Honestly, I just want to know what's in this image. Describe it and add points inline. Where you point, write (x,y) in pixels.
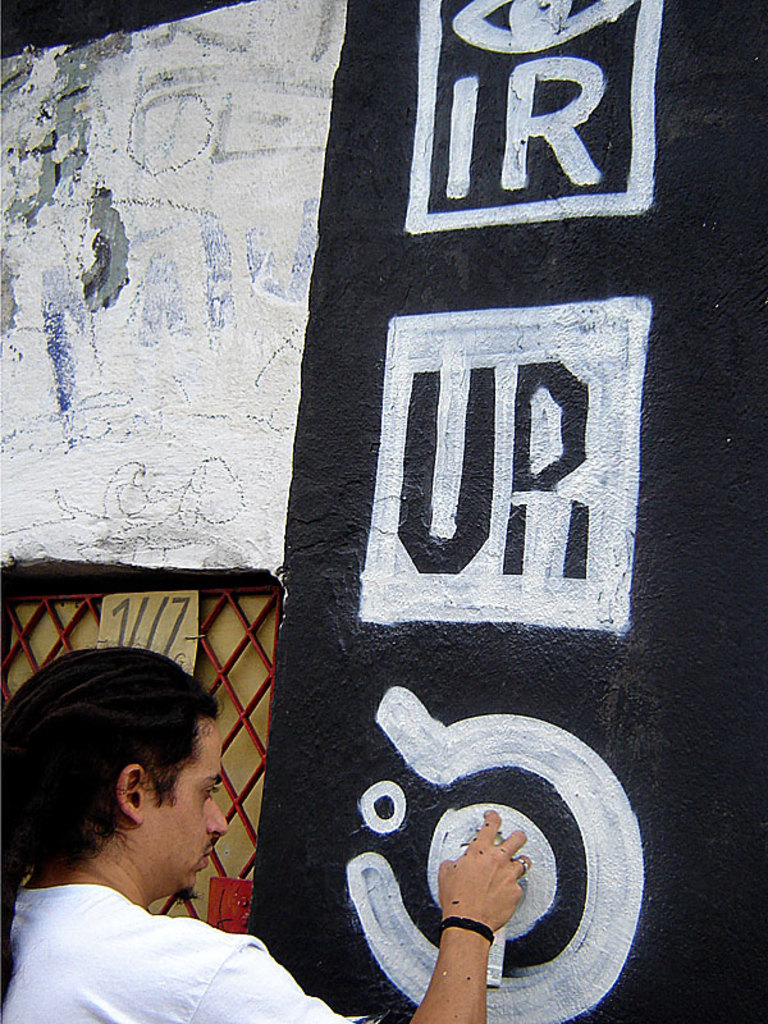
In this picture there is a person (497,861) holding an object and we can see painting (519,514) on the wall (508,492) and board (184,643) attached to the mesh (226,679).
